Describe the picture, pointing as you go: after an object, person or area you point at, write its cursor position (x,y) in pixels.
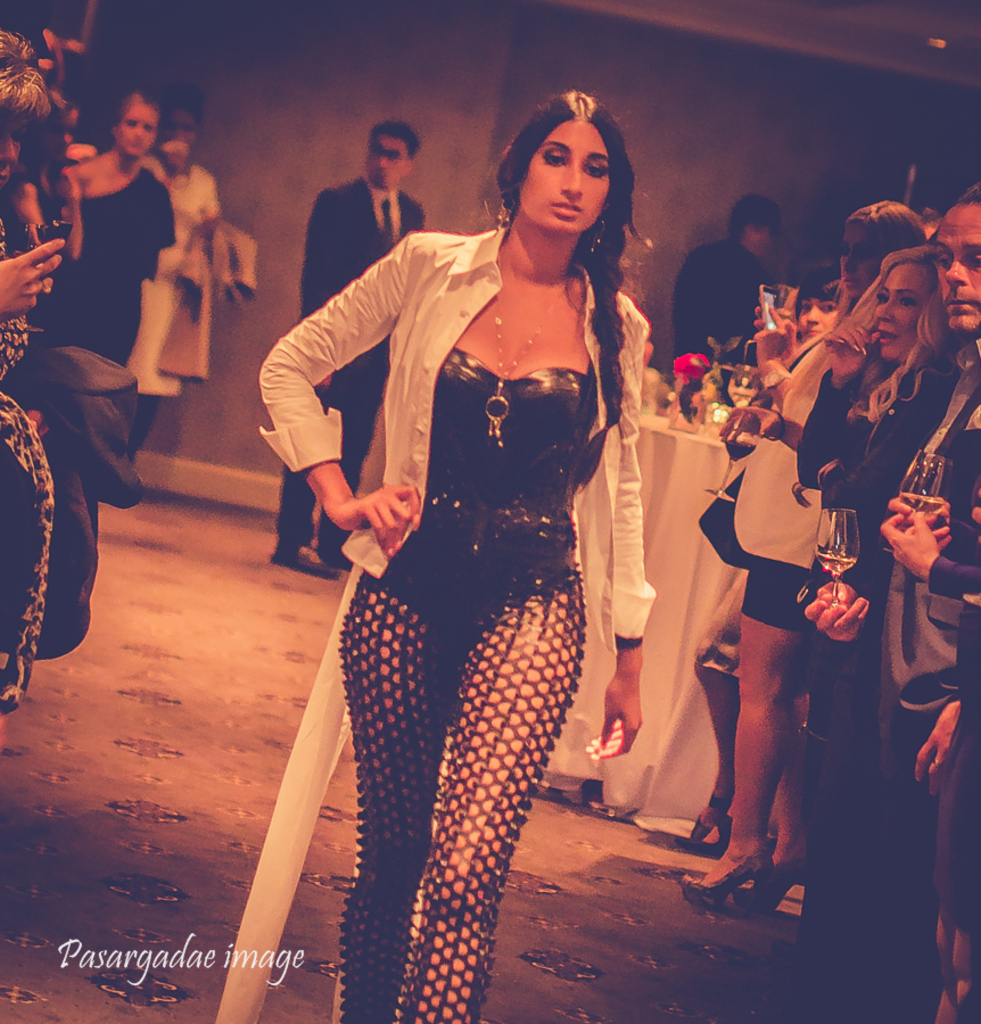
In the middle of this image (524,471), there is a woman (560,366) in white color shirt (429,335), walking on a floor (221,891). On the bottom left (221,959), there is a watermark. On the left side (41,590), there are persons (205,248). On the right side (952,1022), there are persons (976,263). Some of them are holding glasses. In the background (802,168), there is a person (403,162) in a suit (342,212), standing, there are some objects (732,339) on a table (713,444) and there is a wall (677,93).
